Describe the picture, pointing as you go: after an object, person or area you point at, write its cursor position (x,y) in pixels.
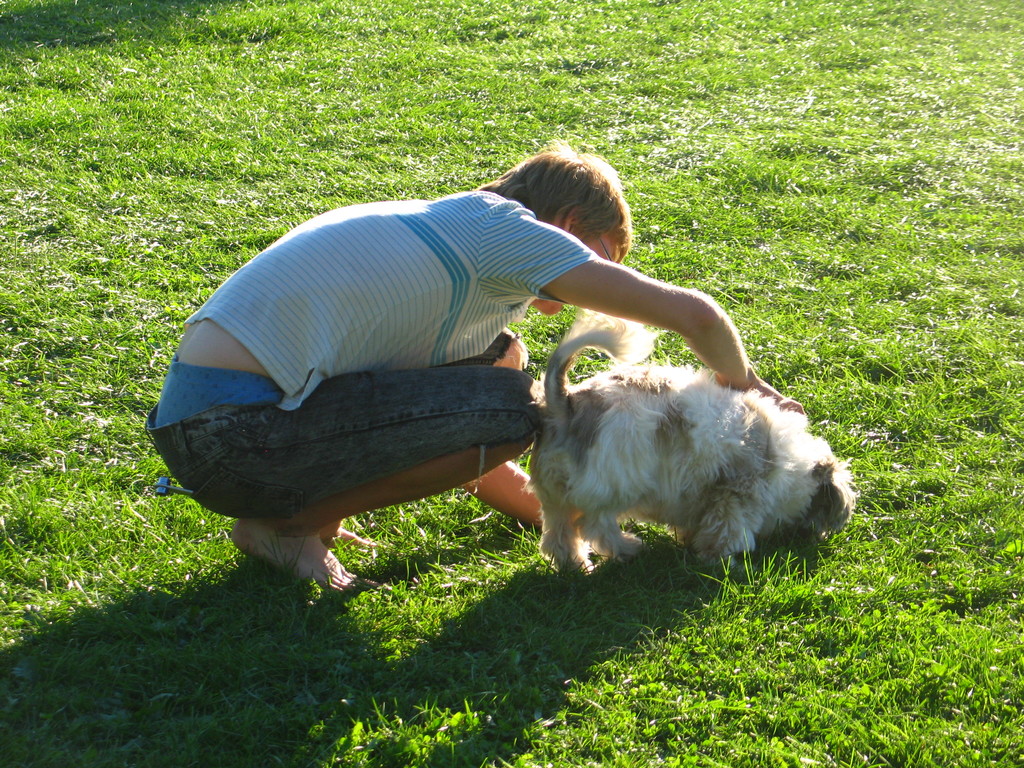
In this image I can see the person (254,407) and the person (389,287) is wearing blue and white color shirt (389,314) and I can also see the dog (618,417) in cream and white color and the grass (749,141) is in green color.
